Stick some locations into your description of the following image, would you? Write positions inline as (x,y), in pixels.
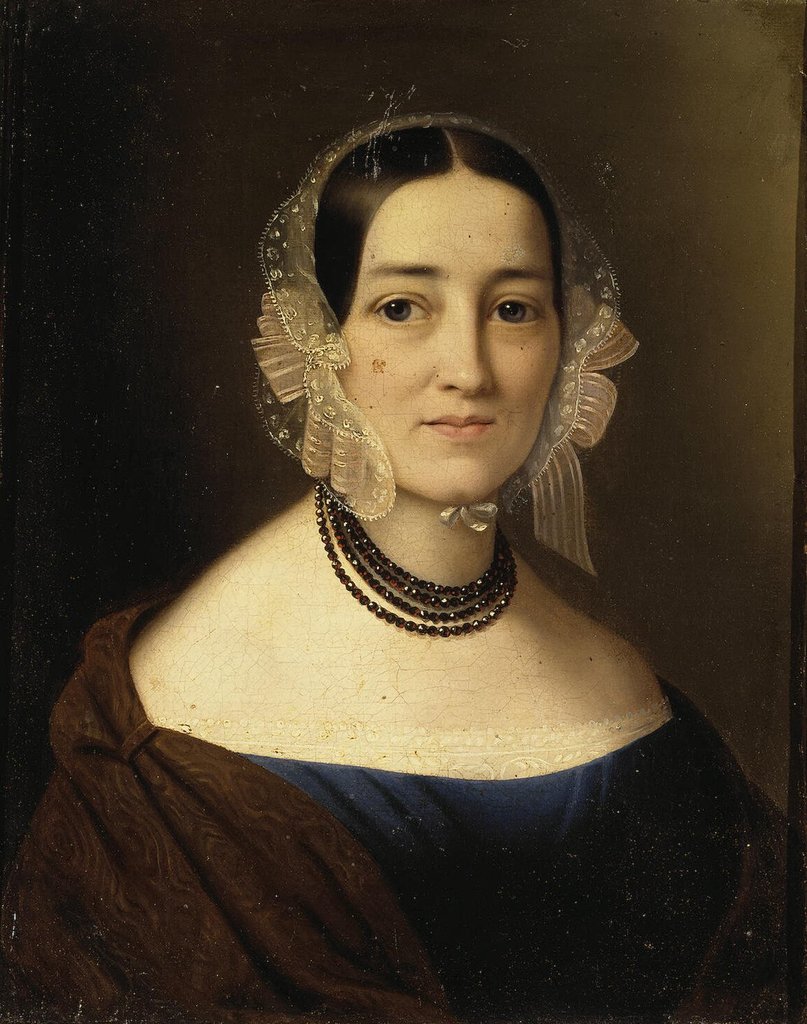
In this image we can see a sketch of a lady (485,633). In the background of the image (570,55) there is a blur background (757,489).
